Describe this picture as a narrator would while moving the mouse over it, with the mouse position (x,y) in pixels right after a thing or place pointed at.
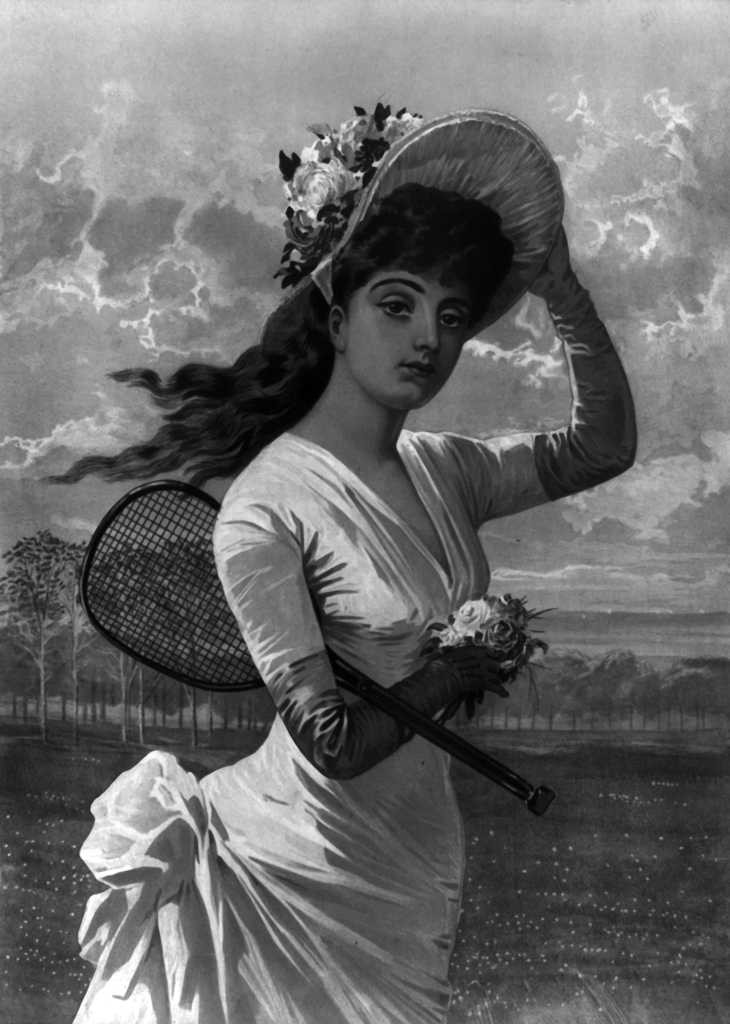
In this image I can see a person (152,447) standing holding bat (152,501) and few flowers (524,614). Background (198,115) I can see few trees (59,635) and sky (192,164), and the image is in black and white.
